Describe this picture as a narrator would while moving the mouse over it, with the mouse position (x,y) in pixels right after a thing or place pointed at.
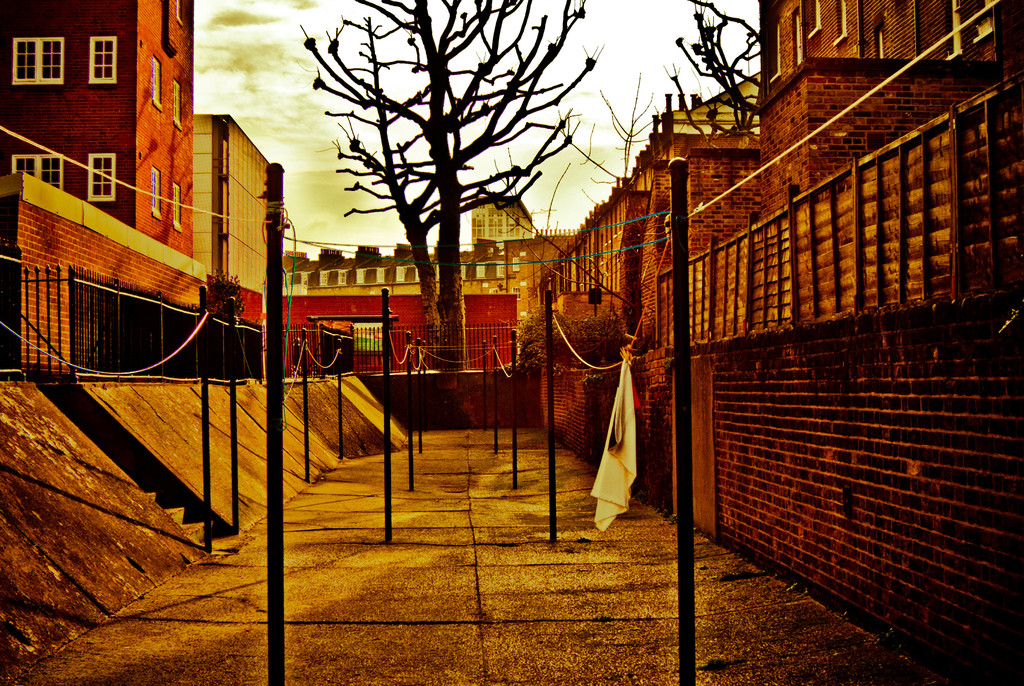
At the bottom (335,566) we can see poles (683,481) on the ground (561,546) and there are ropes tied to the poles (277,493) and there is a cloth (621,410) hanging on a rope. In the background (119,349) there are bare trees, buildings (174,213), windows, fences (296,362) and clouds (405,195) in the sky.
